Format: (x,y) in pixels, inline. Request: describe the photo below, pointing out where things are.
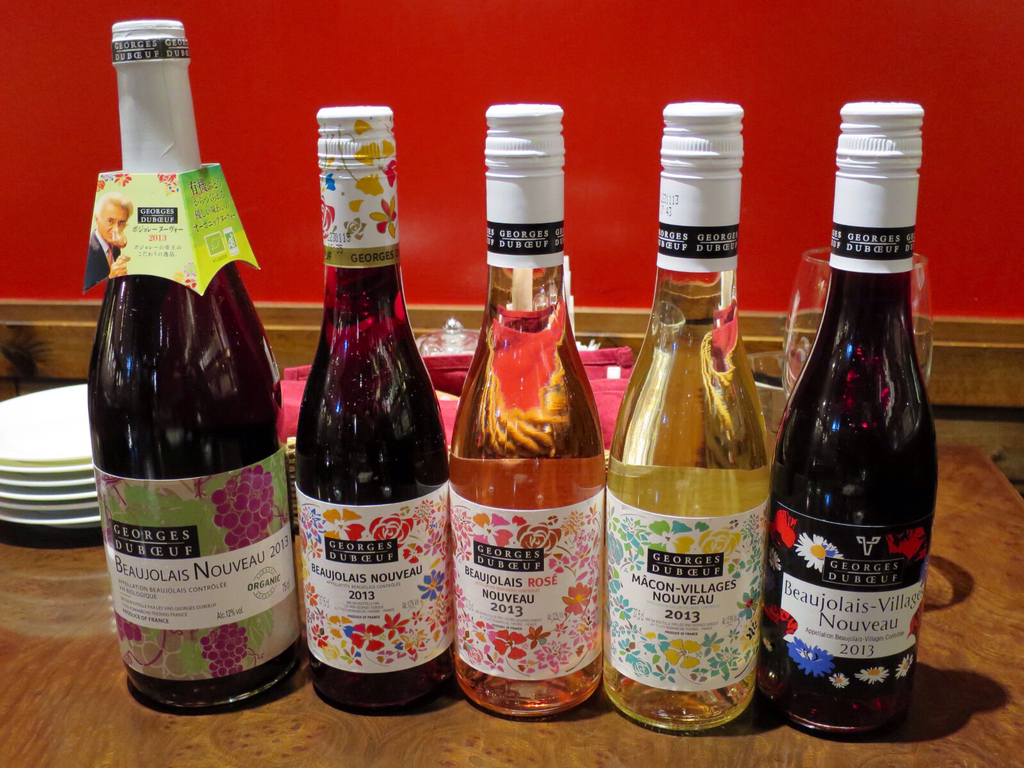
The picture consists of five bottles (410,633) on the table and behind the bottles (130,480) there are plates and behind them there is a wall (974,155) in red colour and the bottles (907,381) are of different sizes and on them some text (479,569) is written.
